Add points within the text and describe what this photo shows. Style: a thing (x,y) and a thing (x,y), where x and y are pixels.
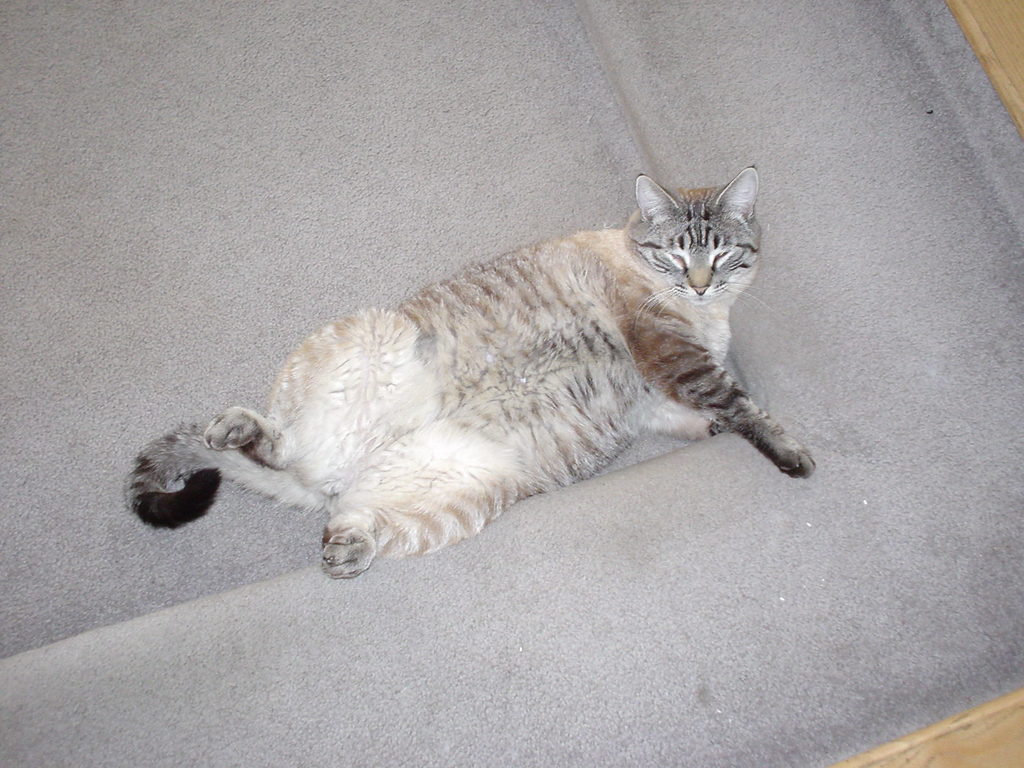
We can see a cat (387,442) on this carpet (2,147).
